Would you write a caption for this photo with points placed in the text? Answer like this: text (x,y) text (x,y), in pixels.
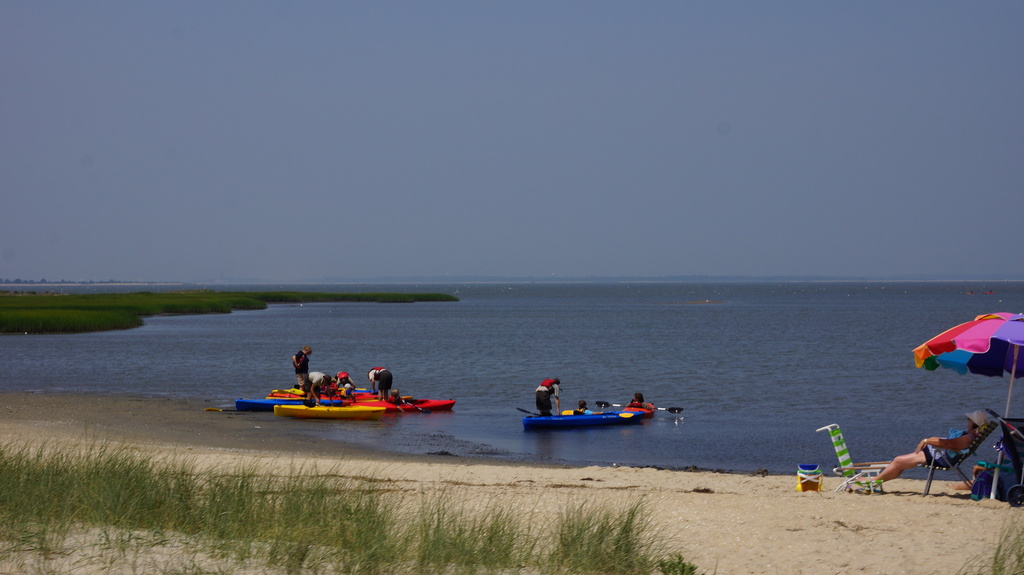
In this image there are some persons (541,391) on the boats (430,405) in the middle of this image (385,376). There is a sea (560,398) in the background (483,336). There is a sky (492,193) on the top of this image (498,117). There is one person (915,459) lying on the chair (959,462) on the right side of this image (961,448). There is an umbrella (976,348) on the right side of this image (980,335). There is some grass (208,490) in the bottom of this image (394,509).
